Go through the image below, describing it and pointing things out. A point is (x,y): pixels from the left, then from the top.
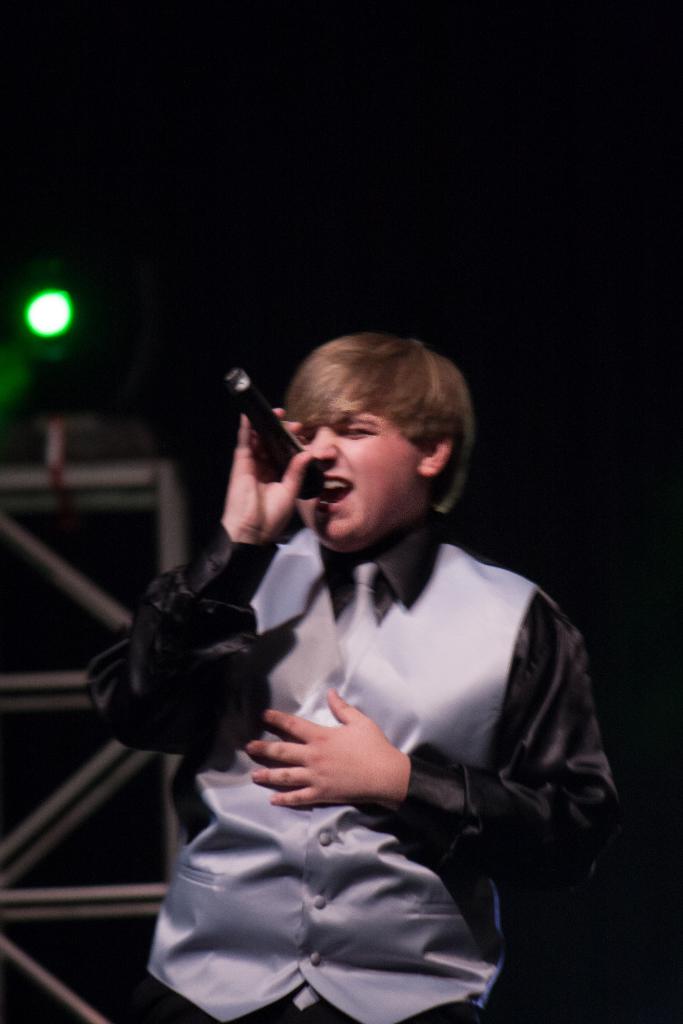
This is the picture of a boy (327,622) who is wearing a silver and black suit (331,661) and holding a mike (245,397) and singing the song and there is a green light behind him.
